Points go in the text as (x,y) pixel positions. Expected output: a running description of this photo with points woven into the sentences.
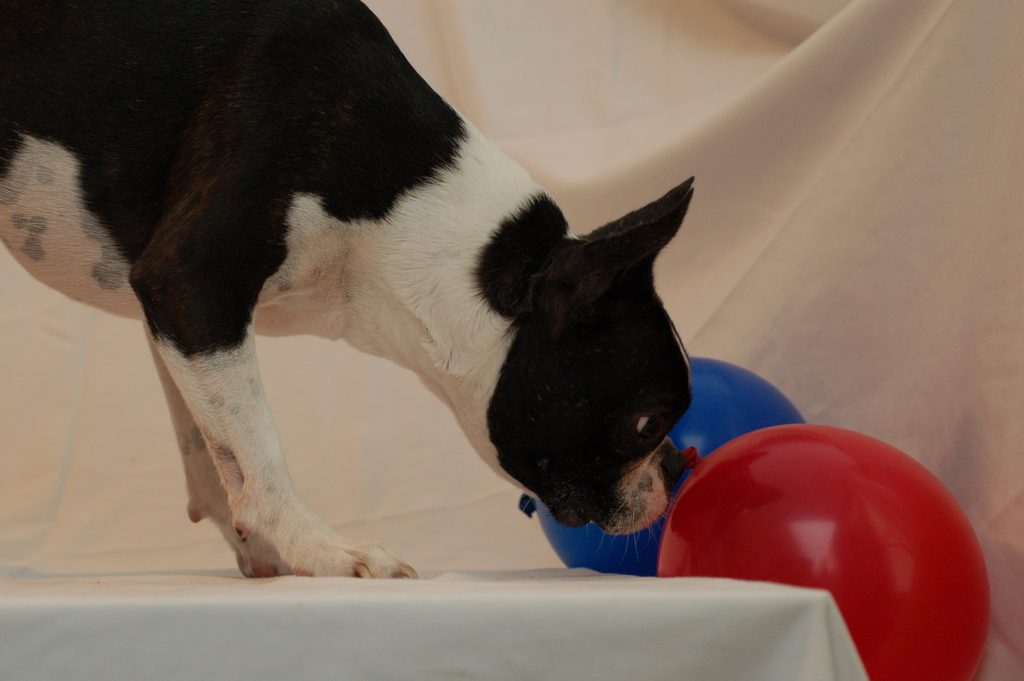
On the left of this picture (133,240) we can see an animal (363,177) standing and seems to be looking at the balloons (744,506). In the background (909,294) we can see a white color cloth (788,99). In the foreground (585,596) we can see the table (377,611).
